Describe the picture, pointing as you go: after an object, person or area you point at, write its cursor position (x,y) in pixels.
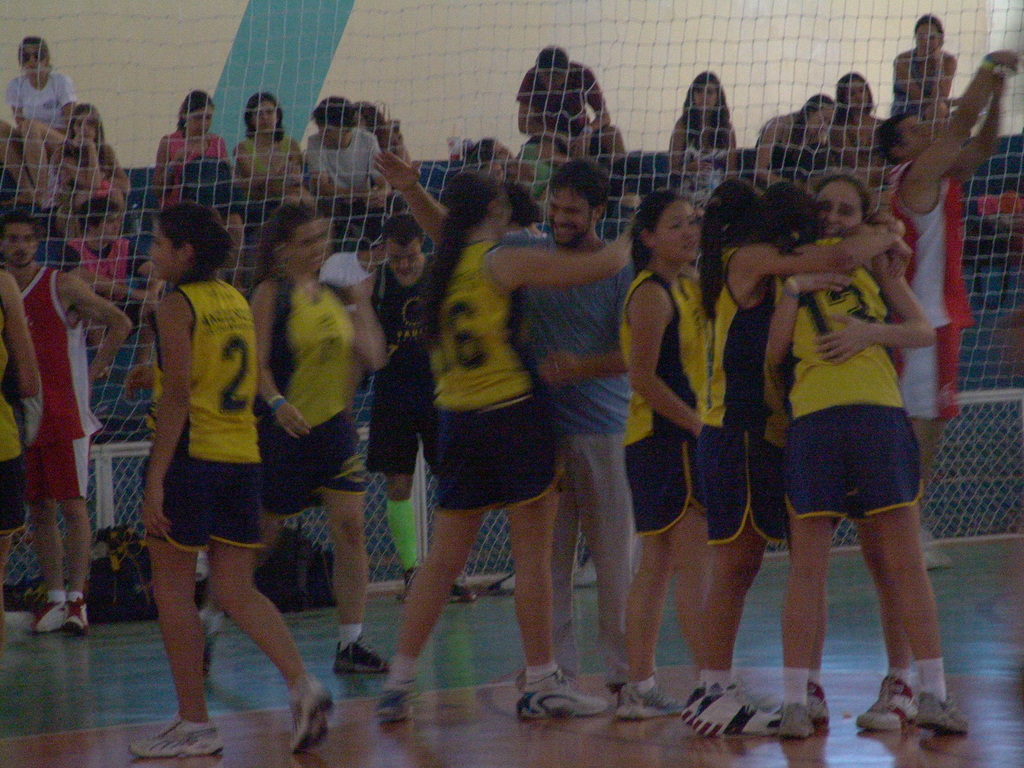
In this image there are a few people (258,349) standing and hugging each other. Behind them there is a mesh (470,102). Behind the mesh (378,116) there are people (383,114) sitting. There are bags (129,558) on the floor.
